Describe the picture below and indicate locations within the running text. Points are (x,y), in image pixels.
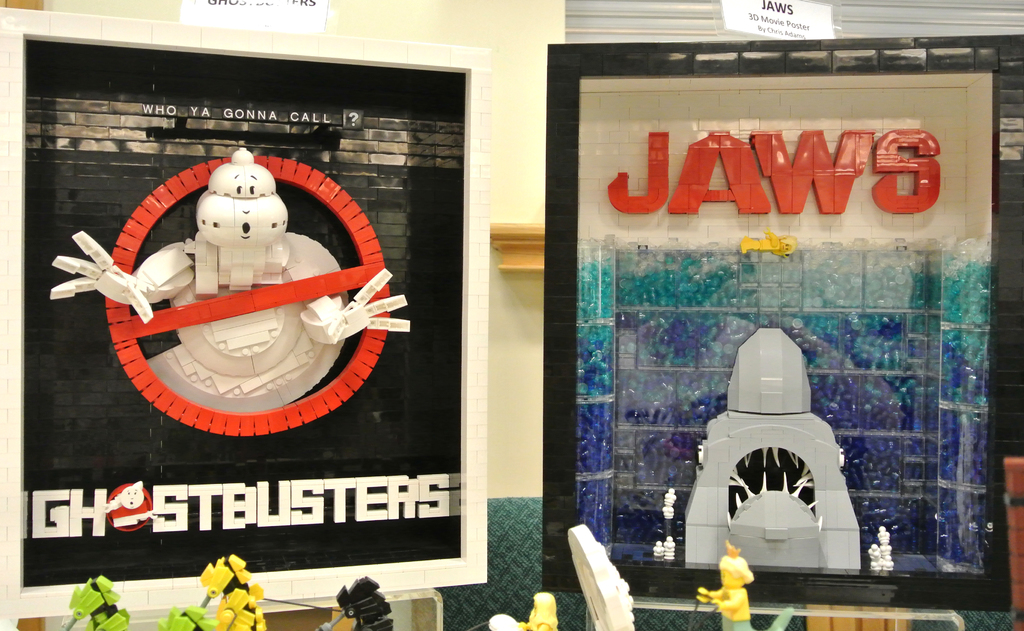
In this image, we can see colorful objects (50,398). At the bottom (257,630), we can see few toys (621,593). Background (506,74) we can see wall (523,160). Top of the image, we can see name boards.
